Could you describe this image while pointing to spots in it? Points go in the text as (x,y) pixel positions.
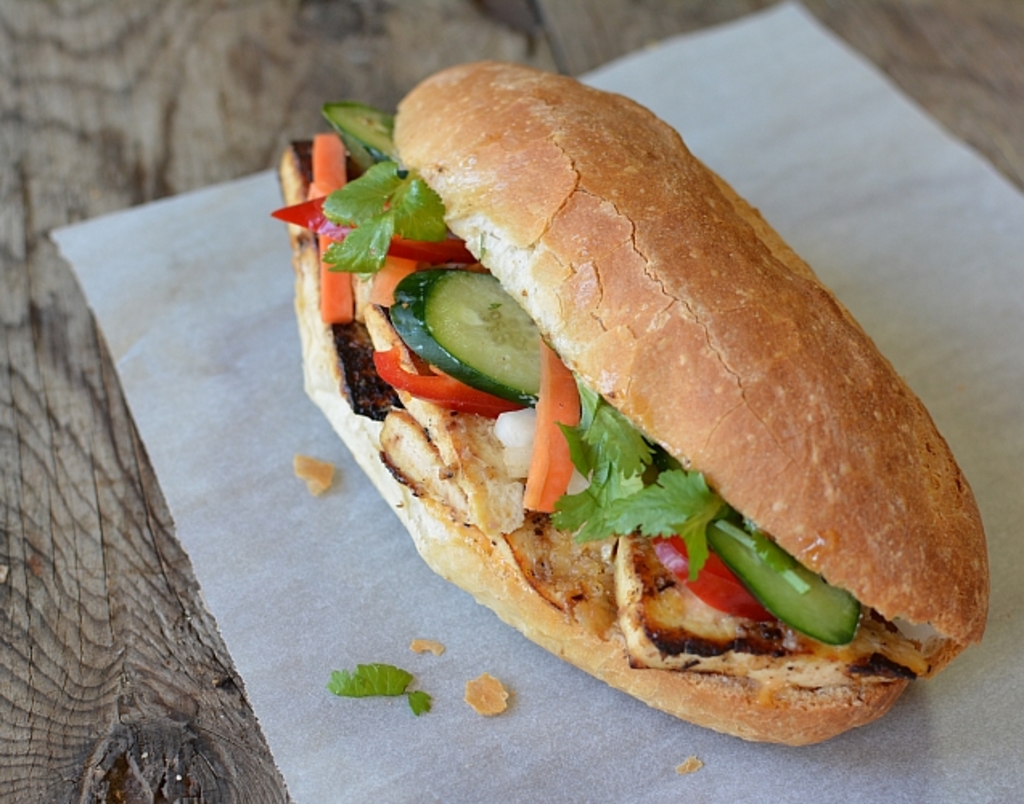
In this image we can see a stuffed sandwich (569,548) places on the paper napkin (272,473).
